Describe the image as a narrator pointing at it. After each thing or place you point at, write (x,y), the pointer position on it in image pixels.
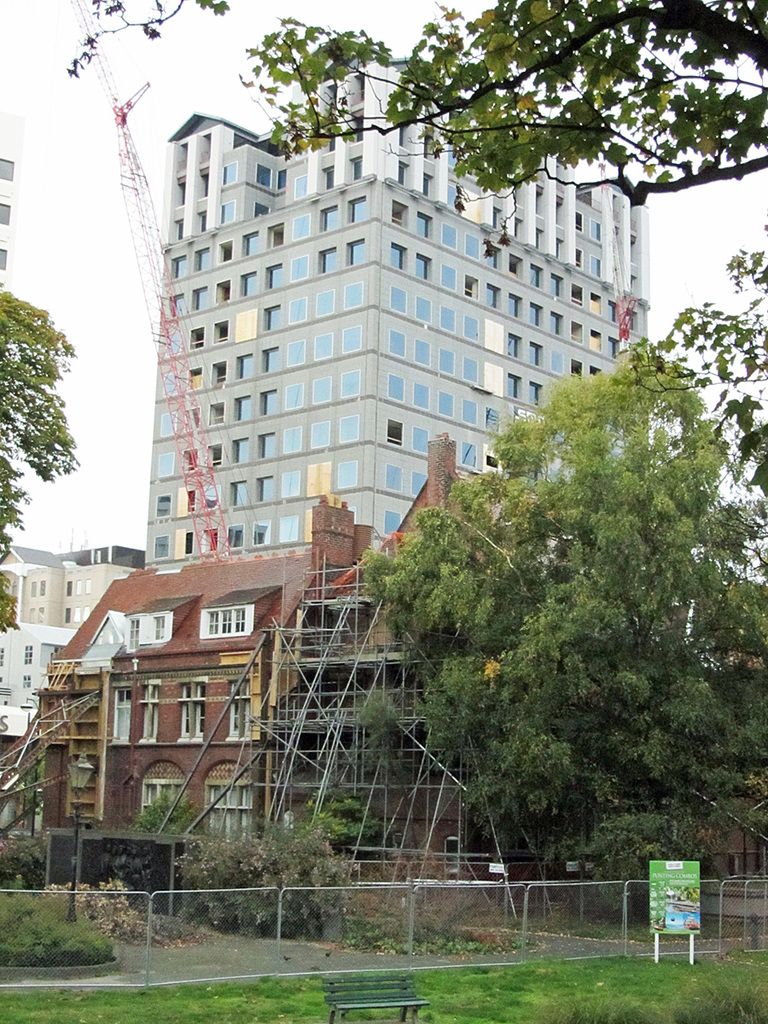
In the foreground of the picture (361,900) there are plants (31,947), grass (660,1002), branch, board (654,911) and fencing (237,905). In the center of the picture (336,646) there are trees (480,607), crane (175,406), buildings (151,770) and plants (247,856). In the background (415,324) there is a building (345,319).
